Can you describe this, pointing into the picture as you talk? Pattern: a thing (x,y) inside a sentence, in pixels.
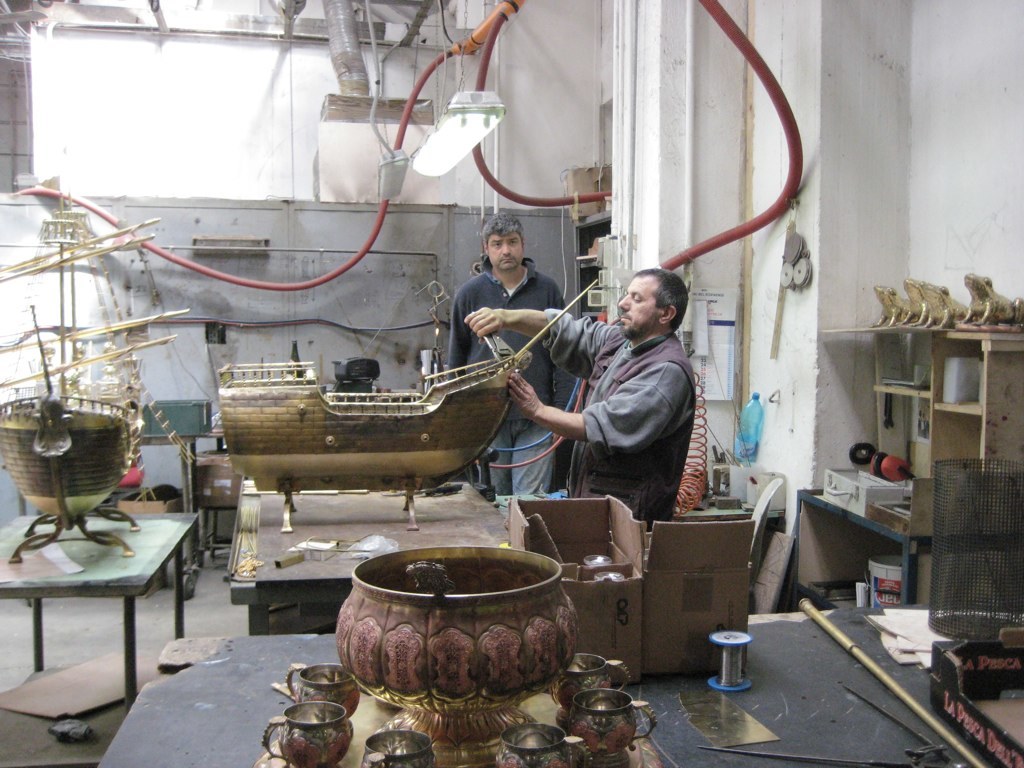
In this picture we can see a few boxes (721,594) and some objects (396,484) on the tables (220,733). We can see a person (600,366) holding a tool (497,350) in the hand (480,328). There are pipes (680,259), walls (716,278) and other objects (948,453). We can see a person (534,331) standing.
